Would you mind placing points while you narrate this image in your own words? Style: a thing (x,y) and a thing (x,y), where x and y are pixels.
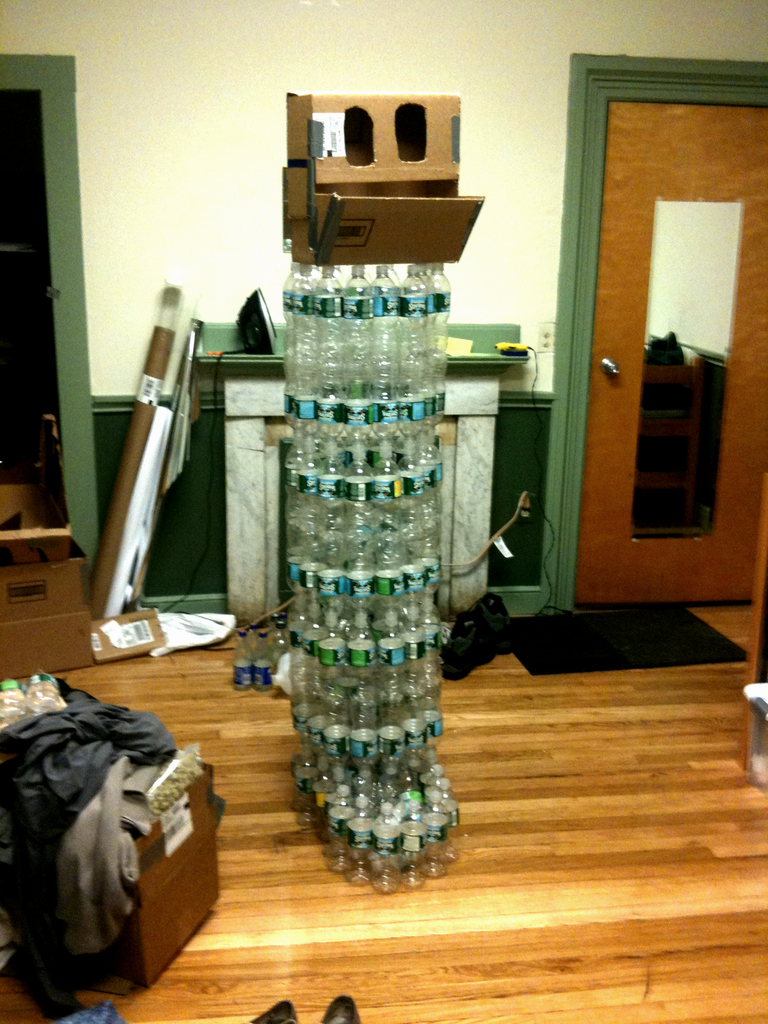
In the middle (295,417) its a structure (286,346) which is made up of plastic bottles (357,503) and on the left (49,409) and right there are two doors (749,479) behind them there is a wall (85,41) and left down there are clothes (141,811).
